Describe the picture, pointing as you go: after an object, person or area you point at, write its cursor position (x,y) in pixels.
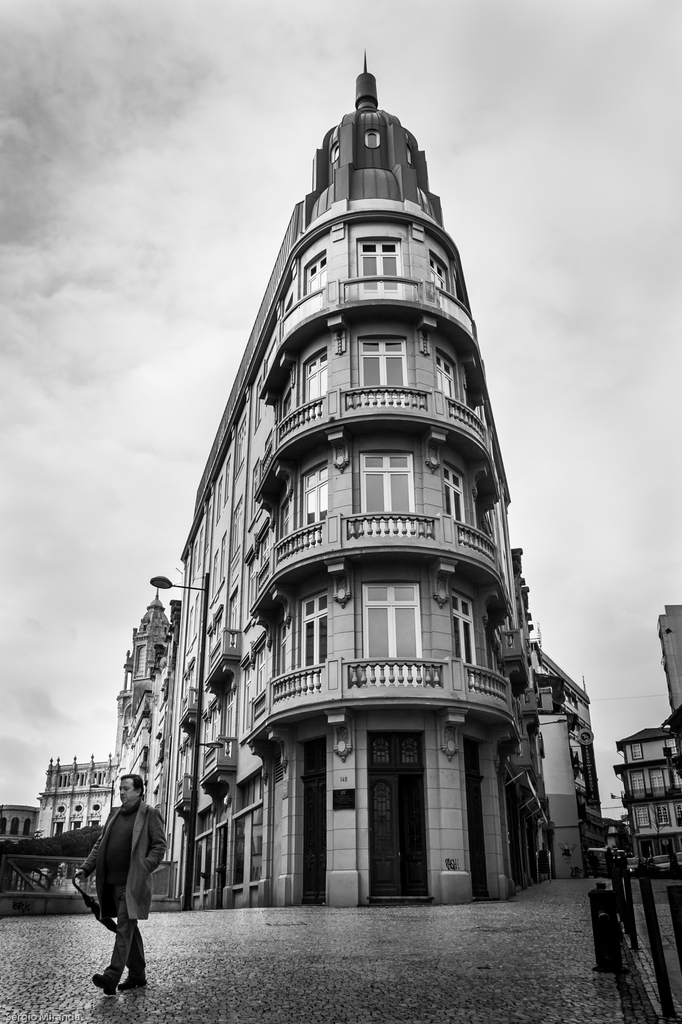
In this image we can see a black and white picture of few buildings (548,787), a person (155,867) walking in front of the building (148,799), a light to the building (349,628), rods (650,907) on the wall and sky (217,277) in the background (497,278).
